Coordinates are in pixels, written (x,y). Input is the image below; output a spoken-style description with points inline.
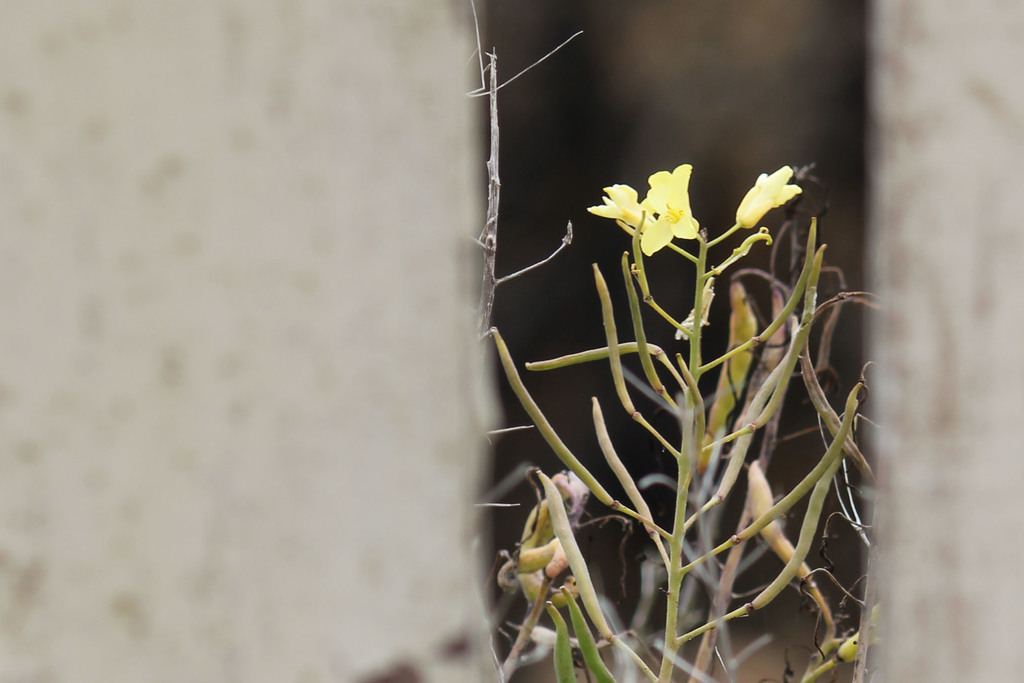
In this image I can see plants (638,417), wall (1015,331) and so on. This image is taken may be during a day.
